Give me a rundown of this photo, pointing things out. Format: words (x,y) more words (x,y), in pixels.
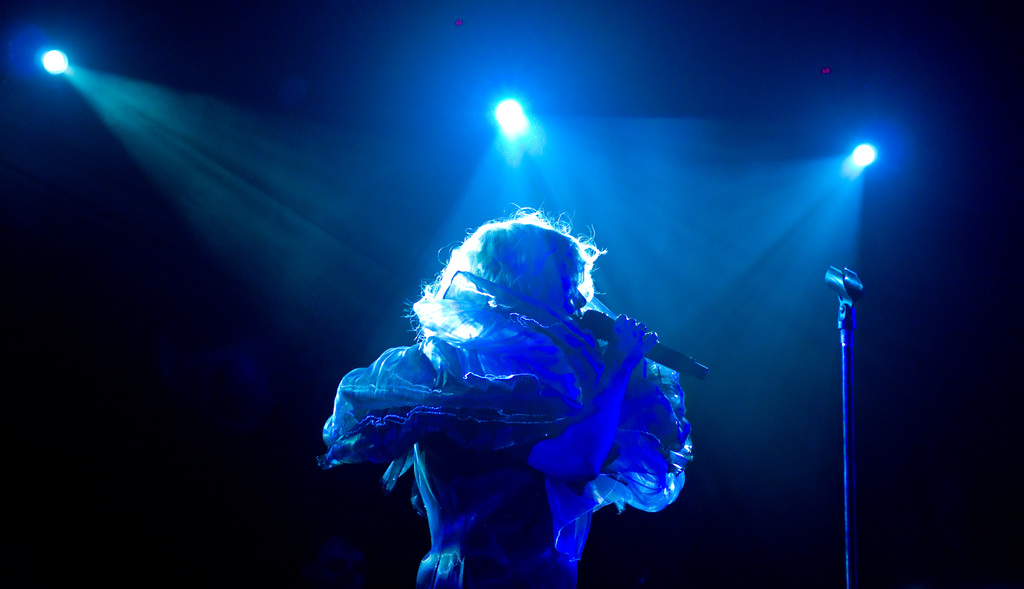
In this image, I can see a person (494,536) standing and holding a mike (596,330). On the right side of the image (838,310), I can see a stand (846,366). There are focus lights (861,149). The background (196,85) is dark.
